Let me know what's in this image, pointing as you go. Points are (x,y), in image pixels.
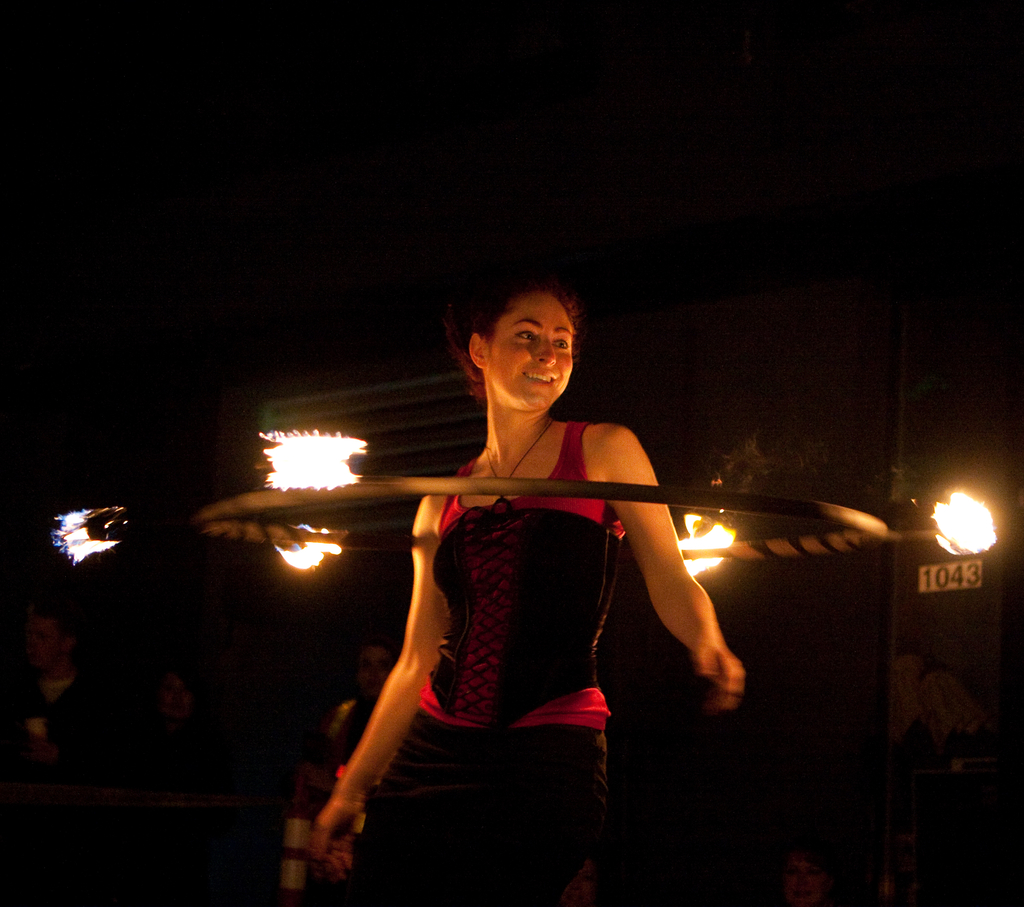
In this image we can see there is a girl (476,670) dancing with fire ring (541,481). The background (775,754) is dark.
